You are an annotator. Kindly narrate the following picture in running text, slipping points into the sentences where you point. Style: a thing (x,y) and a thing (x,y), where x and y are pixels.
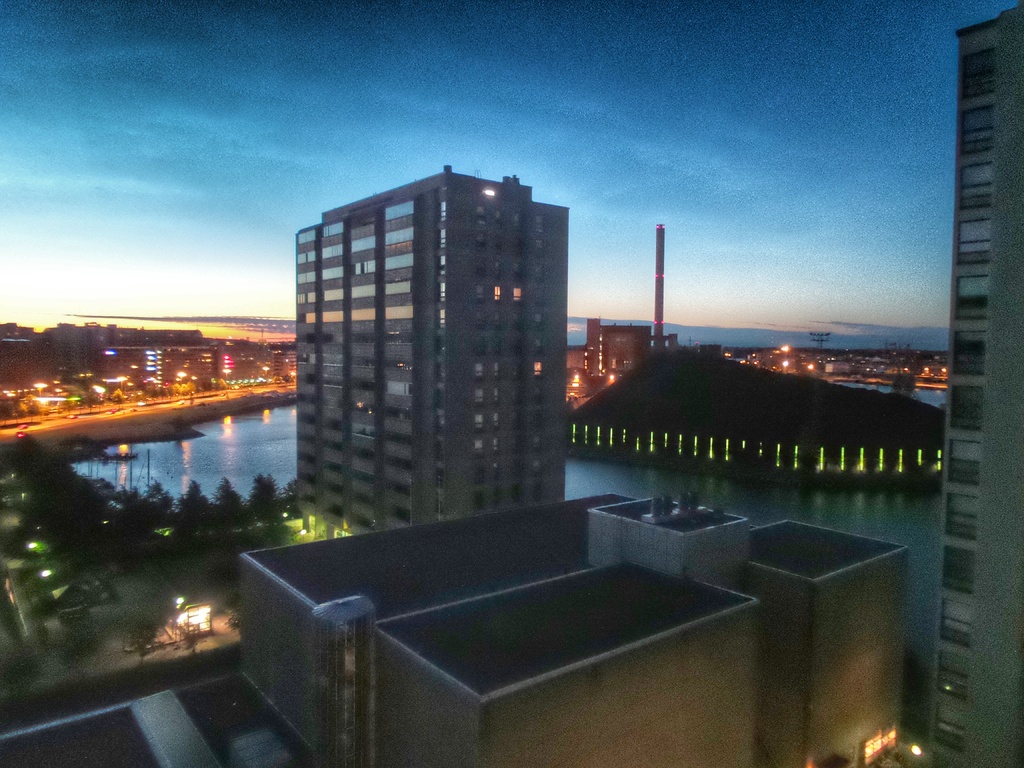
In the image I can see buildings (415,473), trees (233,526), lights (727,456), street lights (101,391), the water (240,441) and some other objects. In the background (347,145) I can see the sky (382,147).
